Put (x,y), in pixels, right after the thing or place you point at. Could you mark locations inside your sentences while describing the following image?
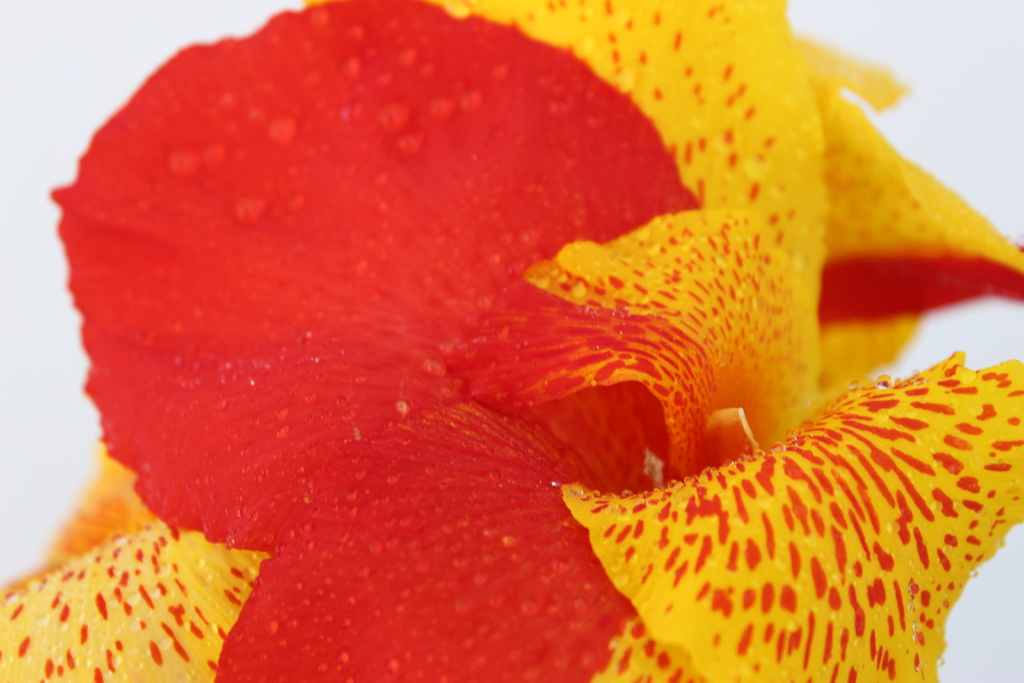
This picture contains flower (574,364). This flower (612,421) is in red and yellow color. In the background (73,131), it is white in color.
